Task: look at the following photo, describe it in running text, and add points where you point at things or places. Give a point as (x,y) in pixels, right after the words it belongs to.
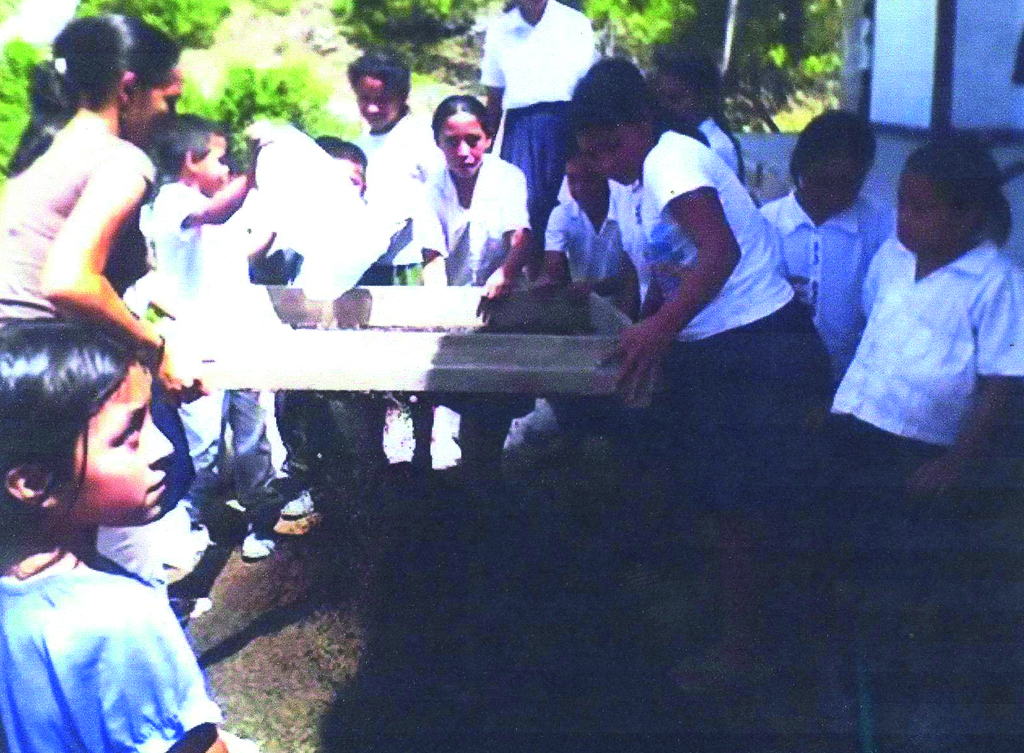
This picture is clicked outside. In the center (409,408) we can see the group of people (565,270) holding some objects (320,326) and standing. On the right (920,207) we can see the kids (927,369) standing on the ground (466,546). In the background (833,42) we can see the plants (349,23) and a white color object (915,49).
